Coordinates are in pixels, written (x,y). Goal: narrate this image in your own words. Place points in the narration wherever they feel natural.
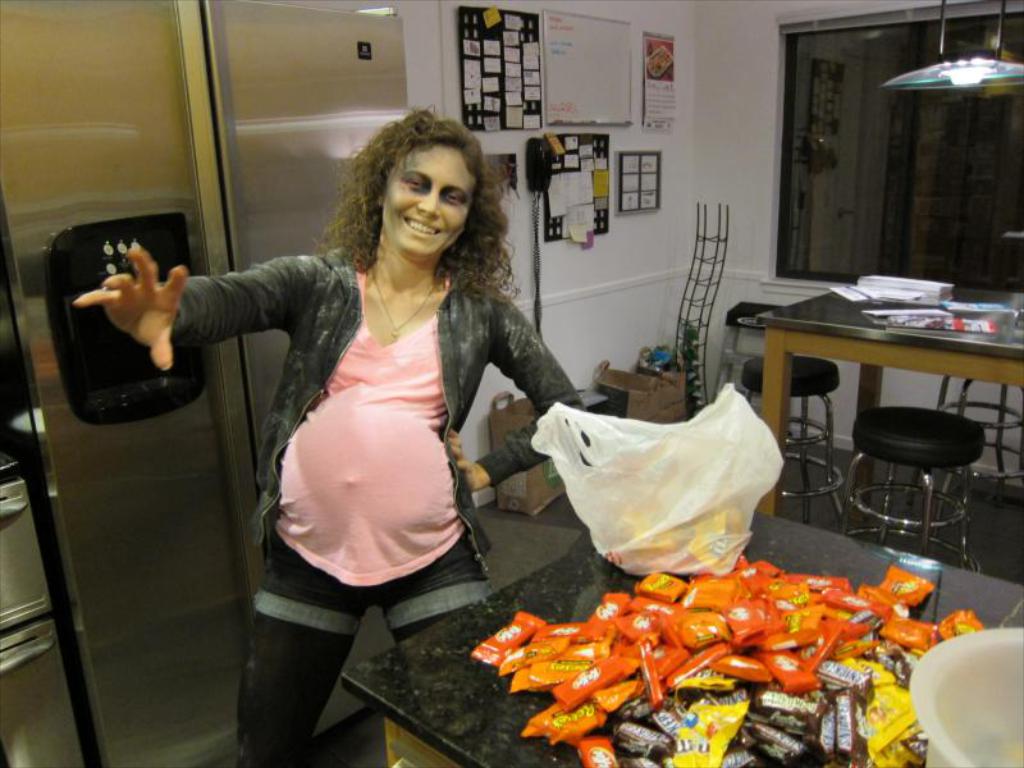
Here we can see a woman (391,227) is standing and smiling, and in front (694,624) here is the table (637,576) and chocolates (830,673) on it, and here is the wall (635,133) and board (594,90) on it, and here is the table (852,335) and some objects (859,289) on it.
